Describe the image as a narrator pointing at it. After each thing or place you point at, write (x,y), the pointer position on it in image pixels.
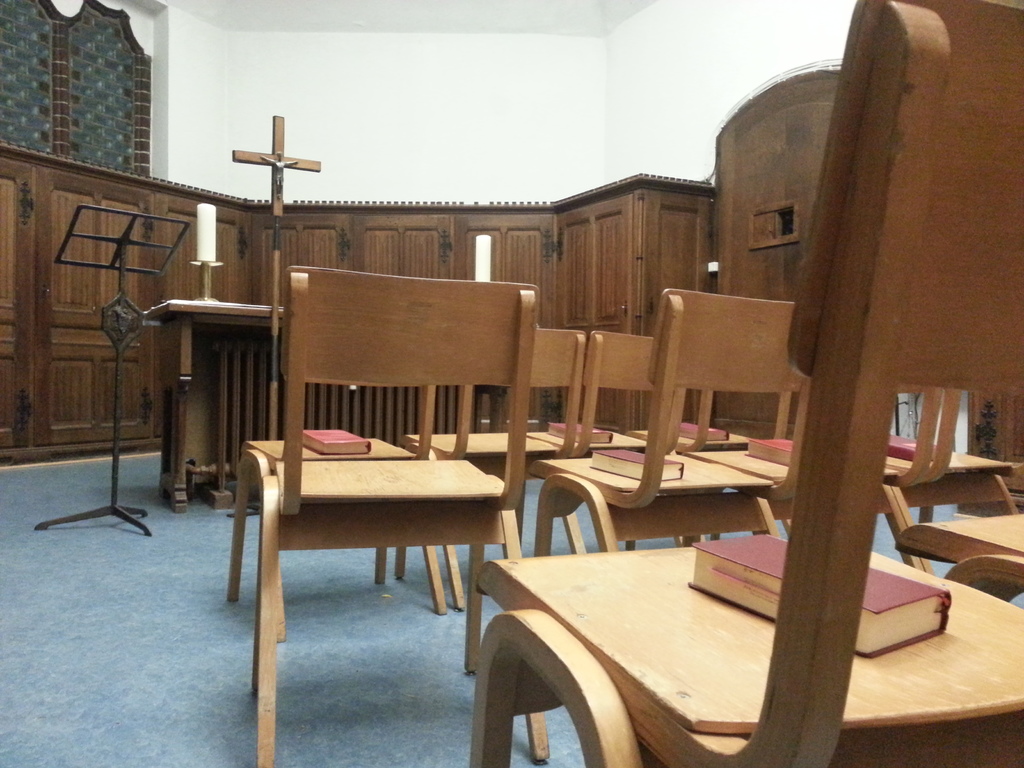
In this image there are chairs (268,675) on the floor (414,623), there are books (308,438) on the chairs (555,450), there is a chair (851,563) truncated towards the right of the image (926,121), there is a wooden wall (677,243), there is a wall (644,91), there is a desk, there is a stand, there is stand (212,276) on the desk (194,311), there is a candle (204,230), there is a wooden wall (36,290) truncated towards the left of the image (22,178), there is a roof (376,11), there are objects (1001,451) truncated towards the right of the image (991,432).
